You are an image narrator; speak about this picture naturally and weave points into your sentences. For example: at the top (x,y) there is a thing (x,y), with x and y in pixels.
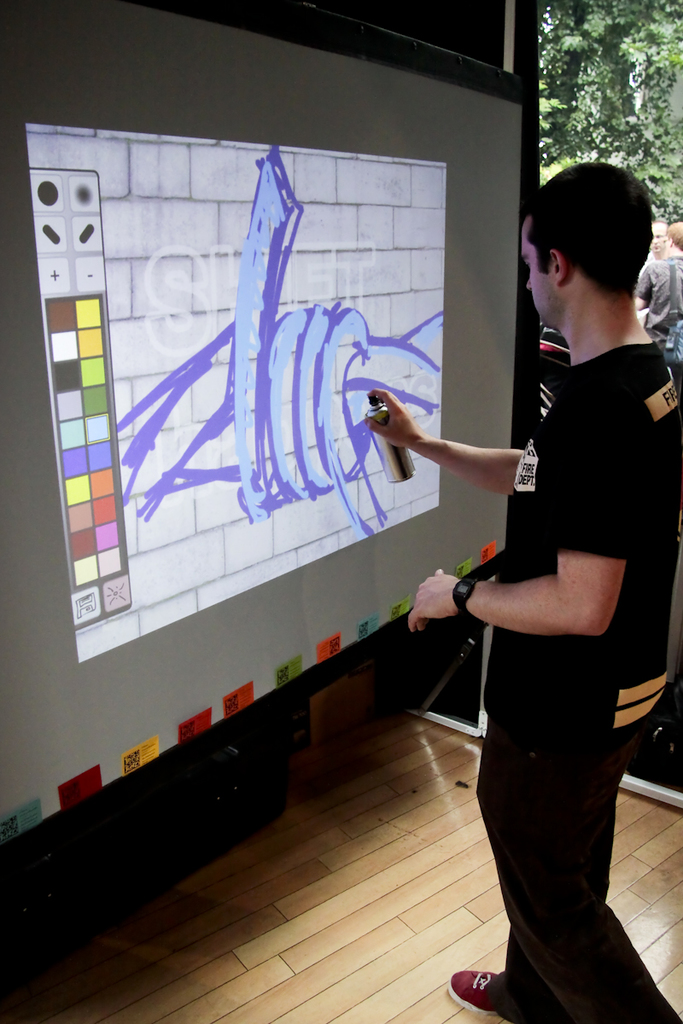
On the right side (561,297) a man (617,297) is standing and painting with the spray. He wore black color t-shirt (593,541), trouser (583,834) and red shoes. On the left side (157,291) there is a painting display (282,317).
